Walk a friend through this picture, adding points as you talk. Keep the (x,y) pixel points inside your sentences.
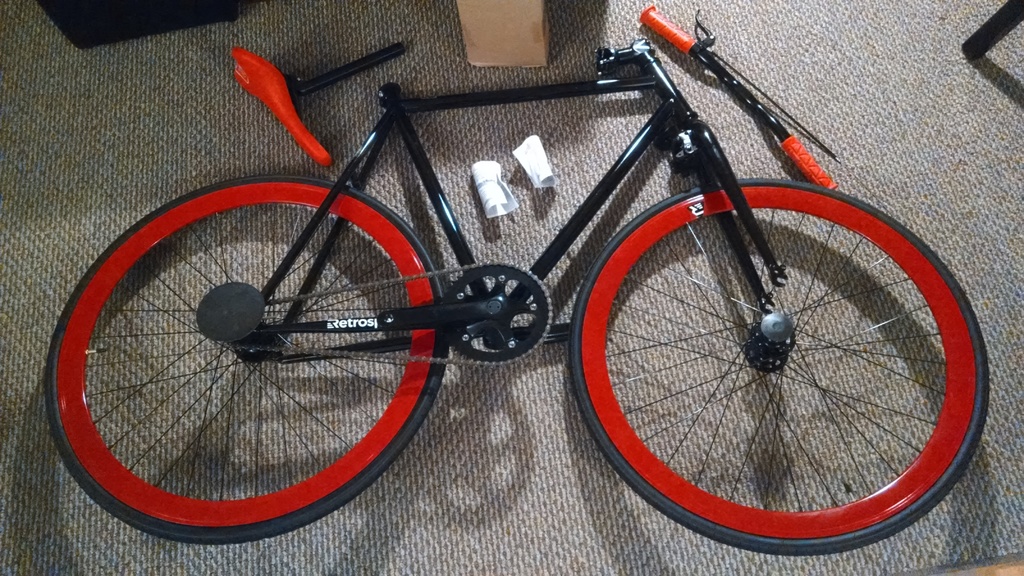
In this image we can see a black and red color cycle (321,193) on the floor (547,400). Here we can see a few more objects (112,29).
